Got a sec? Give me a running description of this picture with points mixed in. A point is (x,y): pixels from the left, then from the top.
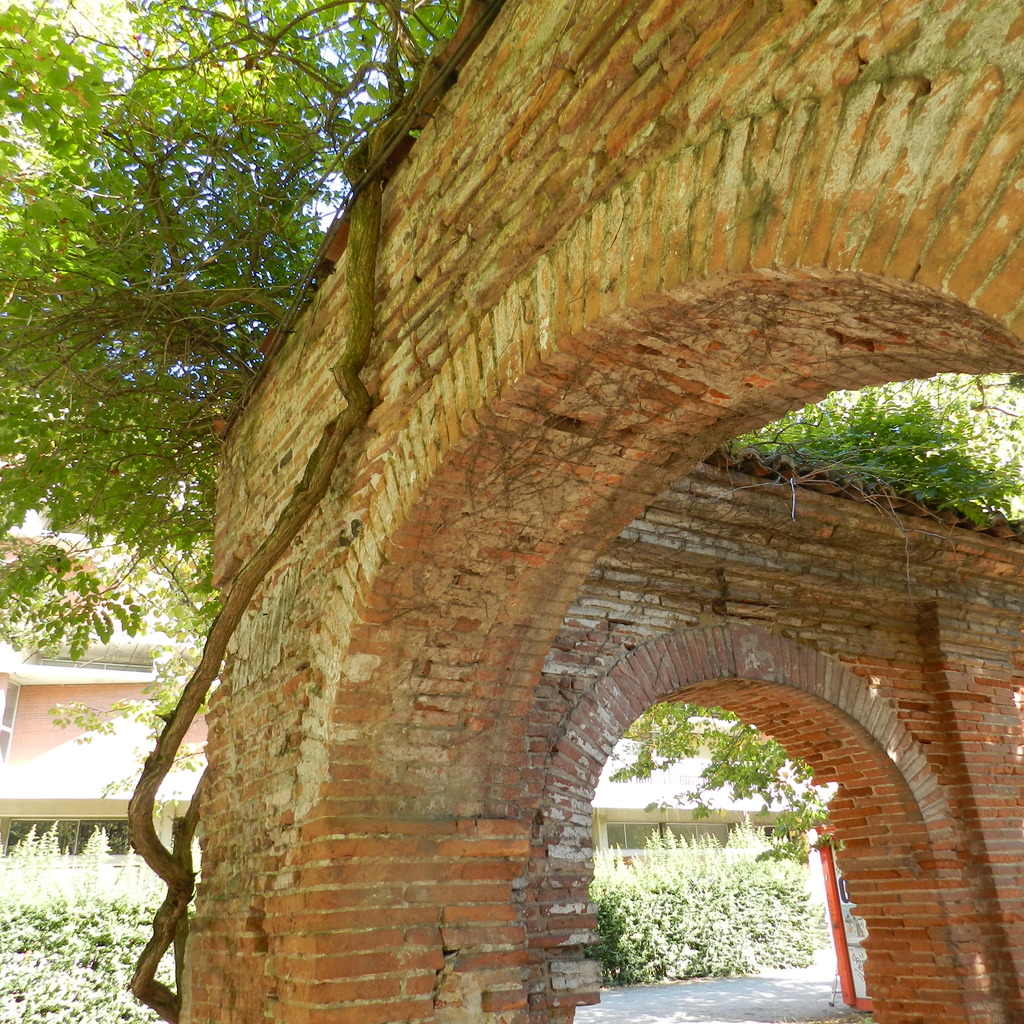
In this picture, we can see a wall (366,739) and behind the wall (353,746) there are trees (158,521), plants (105,884) and a house (60,801).
